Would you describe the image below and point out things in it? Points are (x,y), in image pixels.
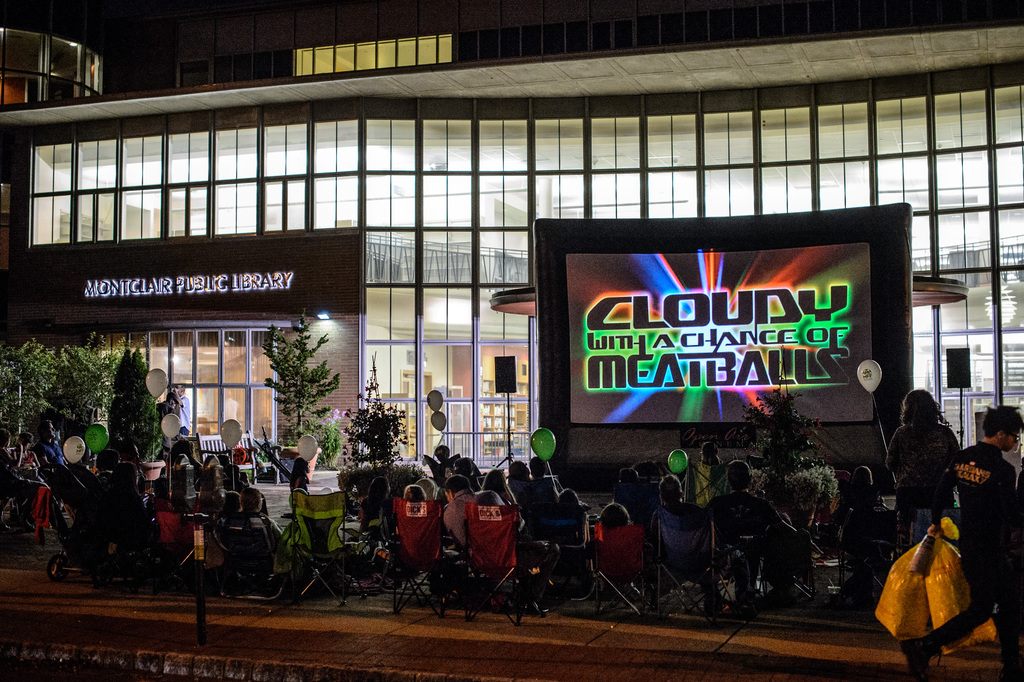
In this picture I can see a number of people (461,528) sitting on the chair (495,528). I can see the balloons (540,441). I can see the screen (663,364). I can see the building (515,149). I can see trees (148,417) on the left side (306,384).
